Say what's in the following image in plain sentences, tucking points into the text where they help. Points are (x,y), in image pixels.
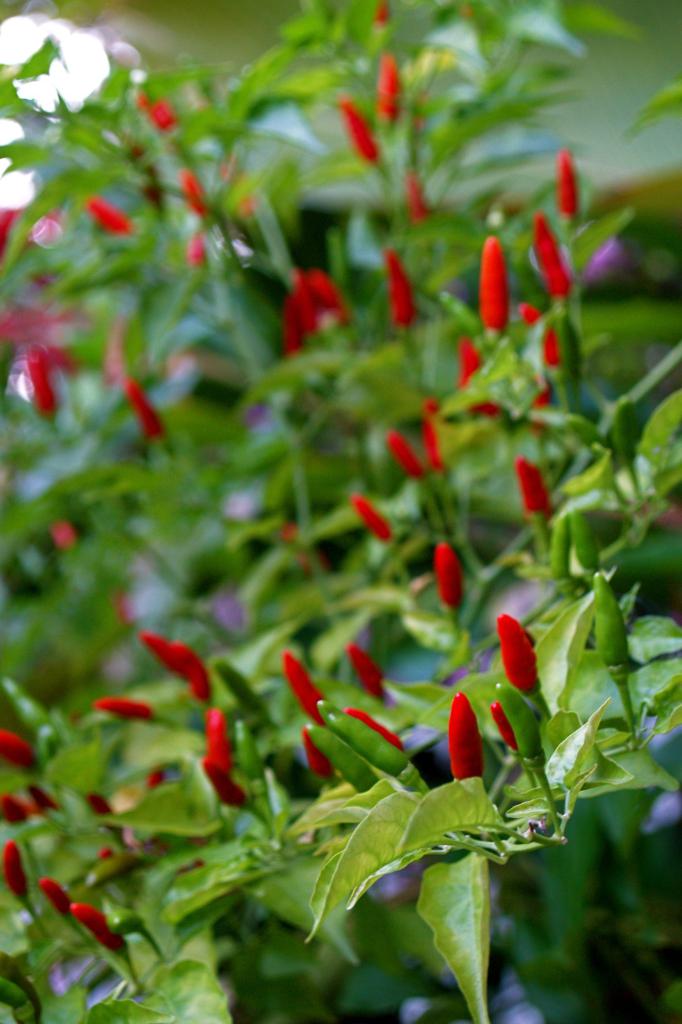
In this image I can see few leaves (310,879) in green color and chillies (122,708) in red and green color.
